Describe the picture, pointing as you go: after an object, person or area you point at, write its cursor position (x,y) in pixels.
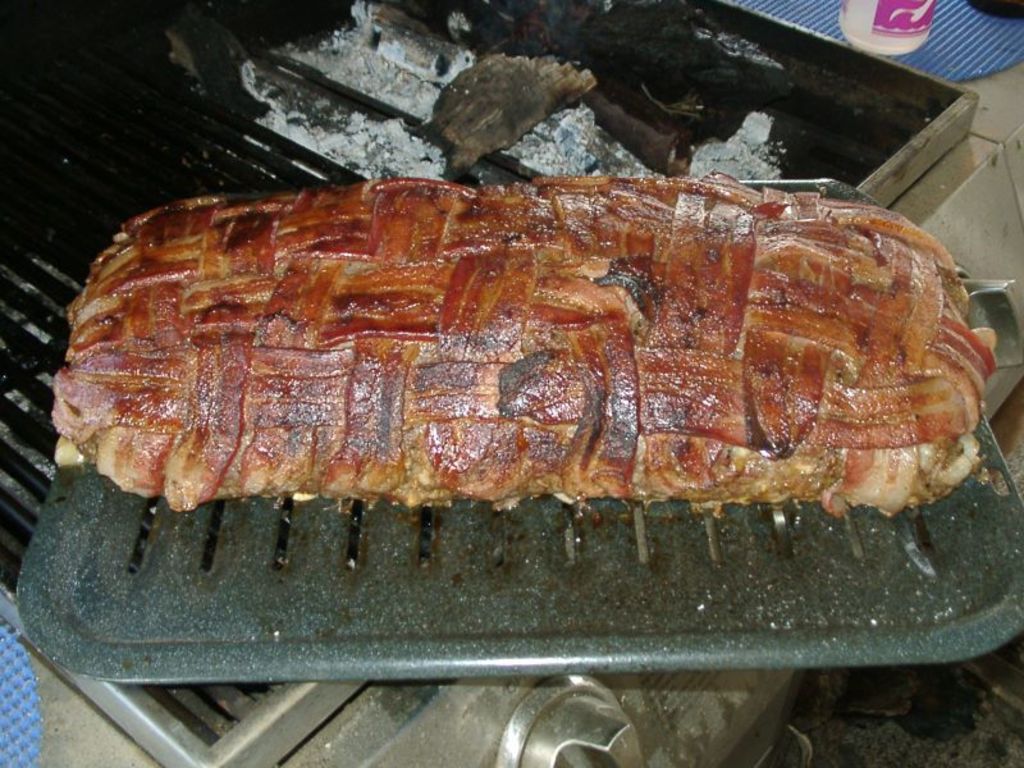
In this image I can see meat (637,491) in the tray (630,537). I can see few ashes (403,135).
